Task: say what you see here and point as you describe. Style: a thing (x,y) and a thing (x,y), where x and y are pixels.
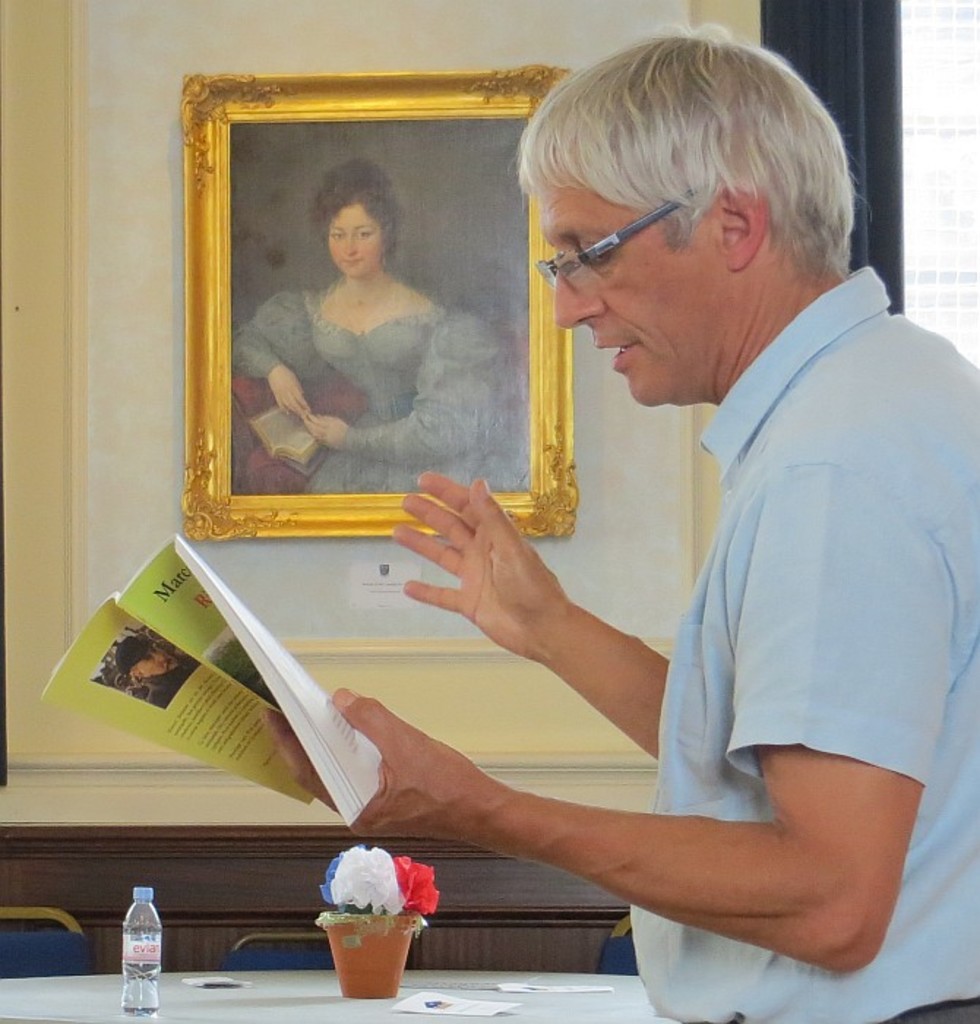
In this image, we can see a man (635,355) wearing glasses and holding a book (117,663). In the background (309,350), there is a frame (285,265) on the wall (237,875) and we can see a houseplant (371,926) and a bottle (126,980) and some papers (437,1011) on the table (359,1014) and there are chairs (51,966).
